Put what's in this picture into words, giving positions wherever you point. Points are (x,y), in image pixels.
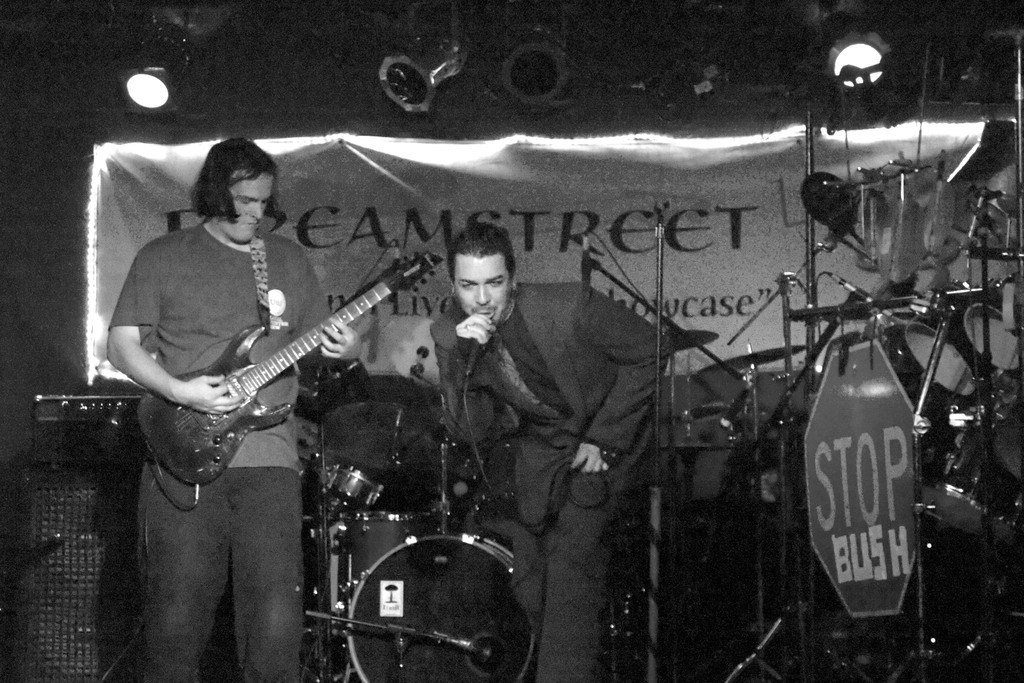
In the image we can see there are men (562,409) who are standing and they are holding guitar (170,432) in their hand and another man (479,371) is holding mic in his hand (468,328) and at the back (475,565) there are drums (429,675).
